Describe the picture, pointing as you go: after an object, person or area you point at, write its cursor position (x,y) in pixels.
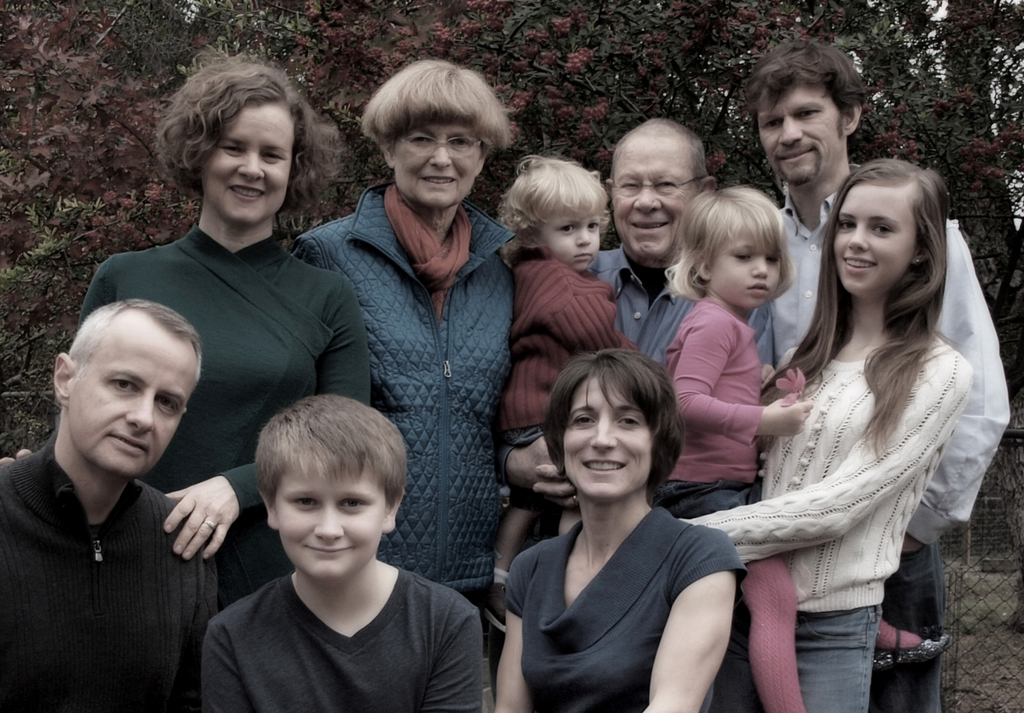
In the foreground of the picture (313,346) we can see a group of people (522,256), in the group (636,269) there are women (238,281), kids (754,231), men (661,305). In the background (380,46) there are trees (973,154). On the right (974,597) we can see fencing (981,619).
